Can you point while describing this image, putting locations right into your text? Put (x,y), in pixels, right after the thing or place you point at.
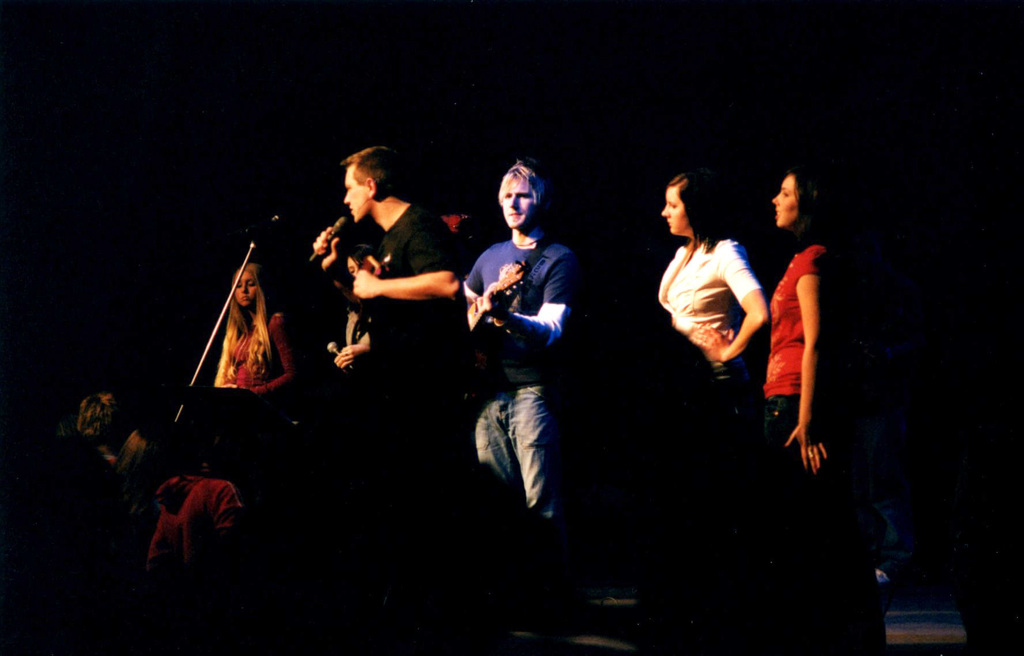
In this picture we can see a group of people (204,468) standing and a person (501,264) is holding a musical instrument (475,309) and two other people (352,330) holding the microphones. In front of the people (443,310) there is a stand (193,380) and behind the people (528,308) there is the dark background (672,13).
